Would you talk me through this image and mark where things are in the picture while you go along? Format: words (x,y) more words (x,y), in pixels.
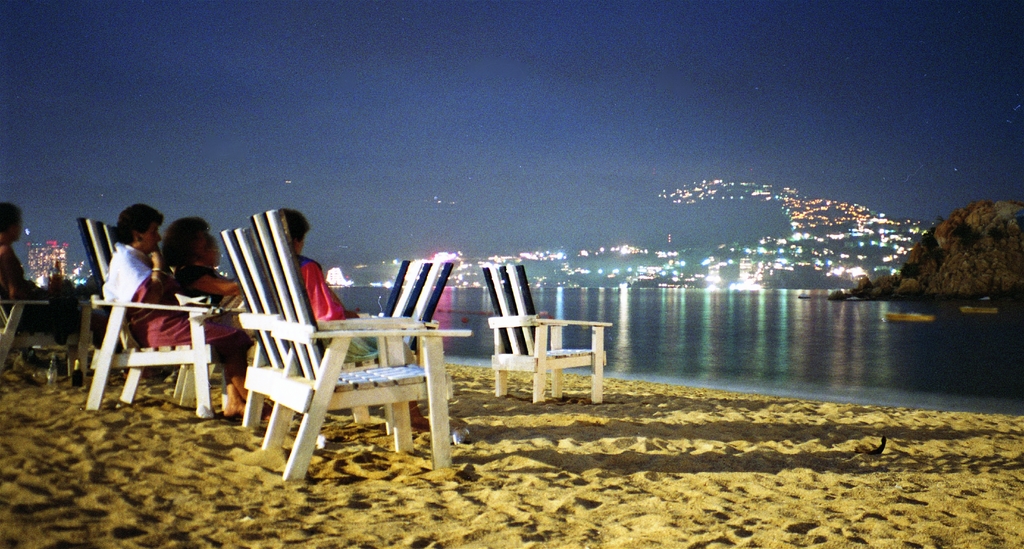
In this image I see few persons (212,293) sitting on the chair (245,265) and they are on the sand (973,424). In the background (776,294) i see the water (699,303) and the lights (631,267).
